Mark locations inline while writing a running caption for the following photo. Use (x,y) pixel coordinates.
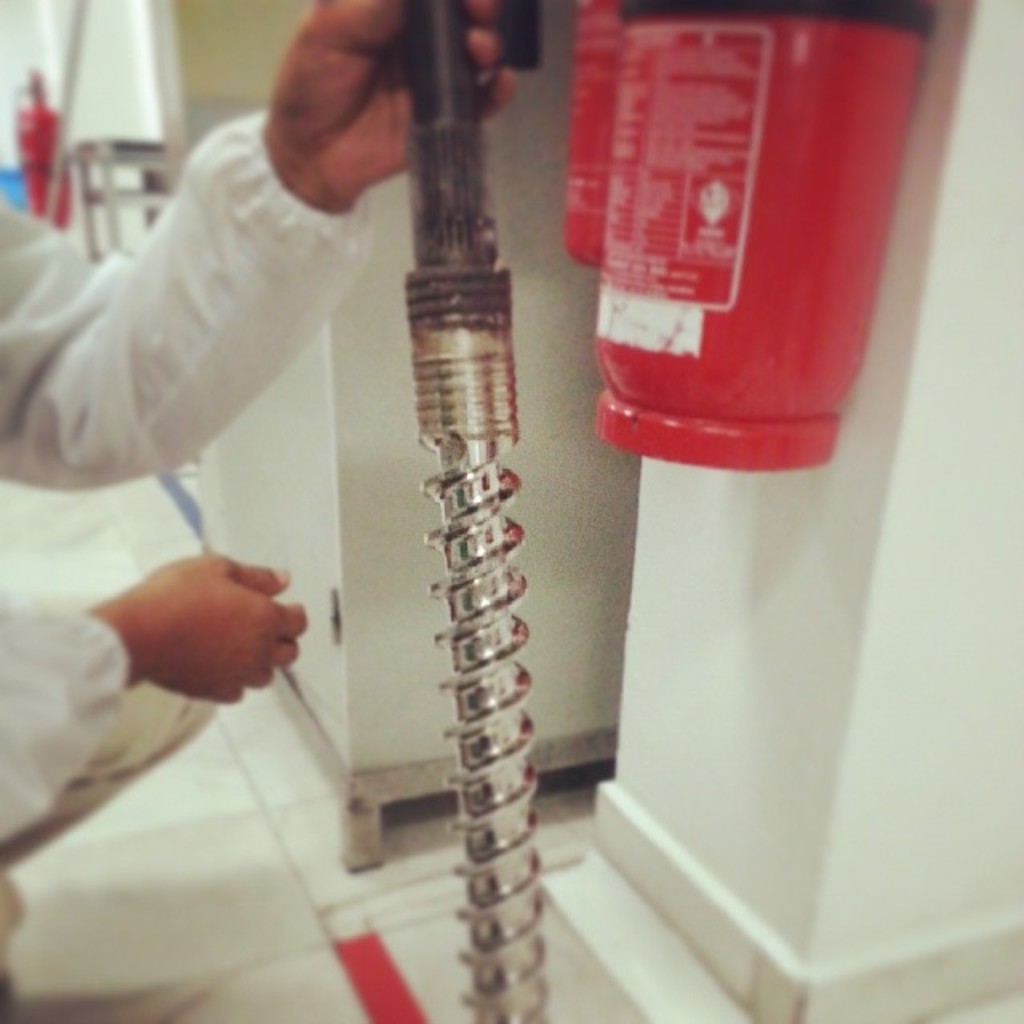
In this image we can see one iron rod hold by a person (249,277), two fire extinguishers (599,214) hanged on the wall (716,618) and some objects (84,191) are on the surface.
